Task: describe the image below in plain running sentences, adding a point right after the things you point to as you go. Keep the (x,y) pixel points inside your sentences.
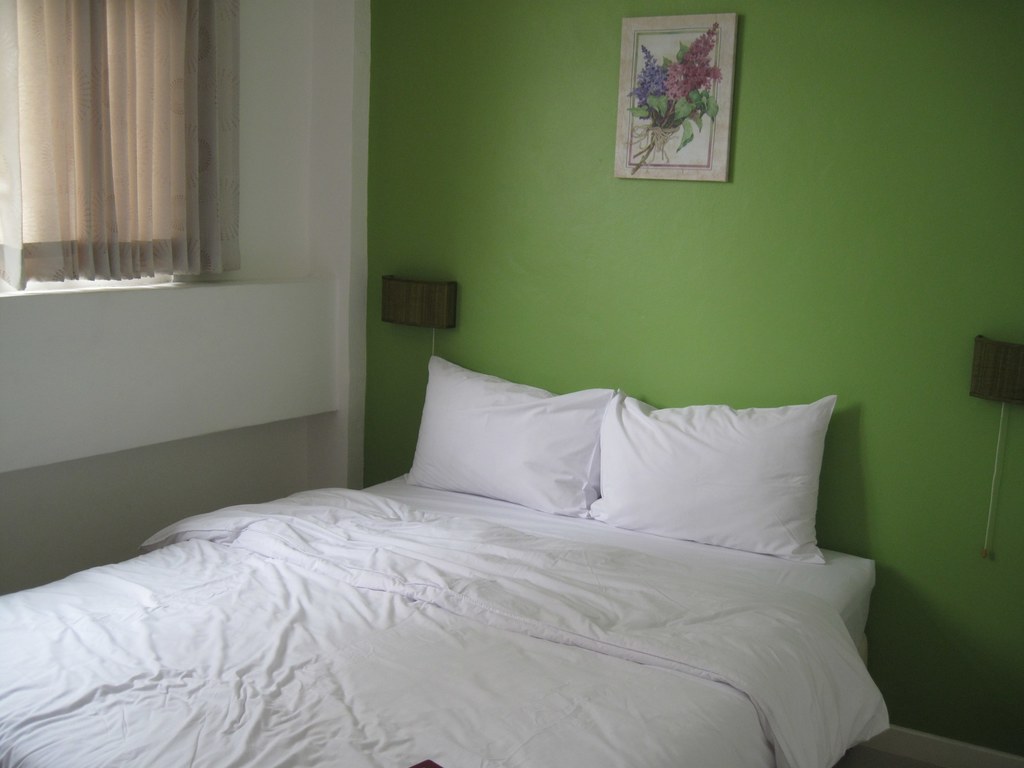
In this image, I can see a bed (431,575) with the pillows (504,474) and blanket (467,628), which are white in color. I think these are the lamps (438,317) and a photo frame (653,165) attached to the wall (883,204). This wall (775,265) looks green in color. I can see a curtain (174,191) hanging.
